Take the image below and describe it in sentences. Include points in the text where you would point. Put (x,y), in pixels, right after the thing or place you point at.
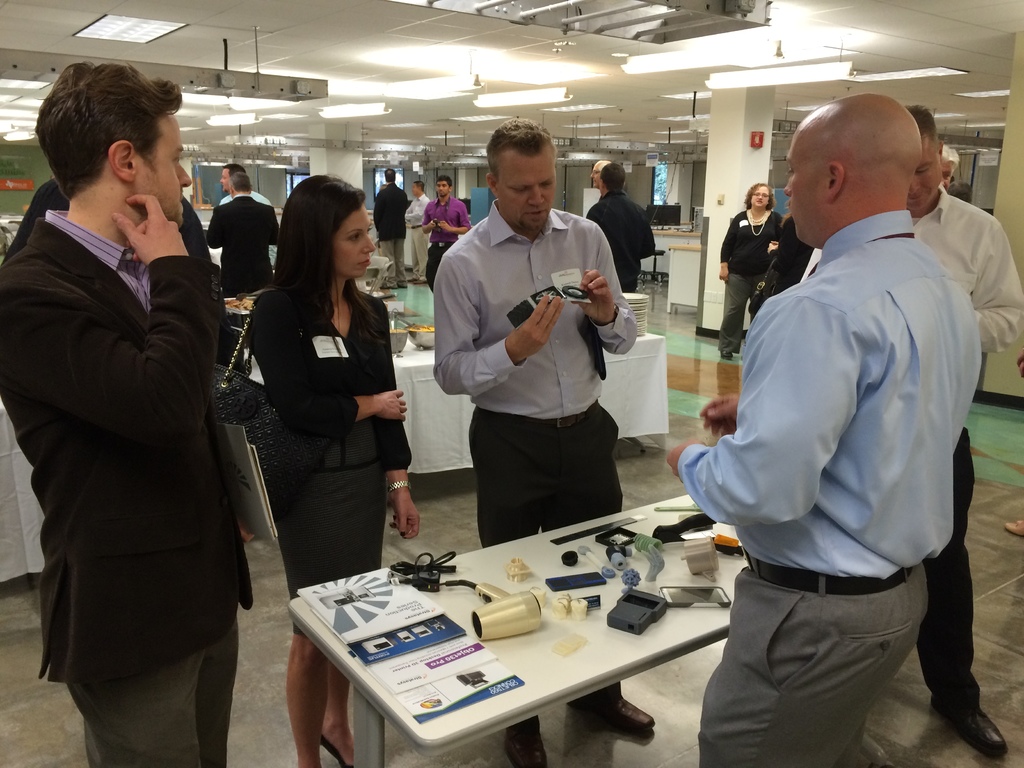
In this picture so many people (560,377) are standing and they're holding an instrument (585,293) in between them there is a table (575,623) on the table (716,619) we have books (441,638) electrical instruments (676,589) papers (425,635) at the background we can see so many people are roaming on the floor (695,428).
